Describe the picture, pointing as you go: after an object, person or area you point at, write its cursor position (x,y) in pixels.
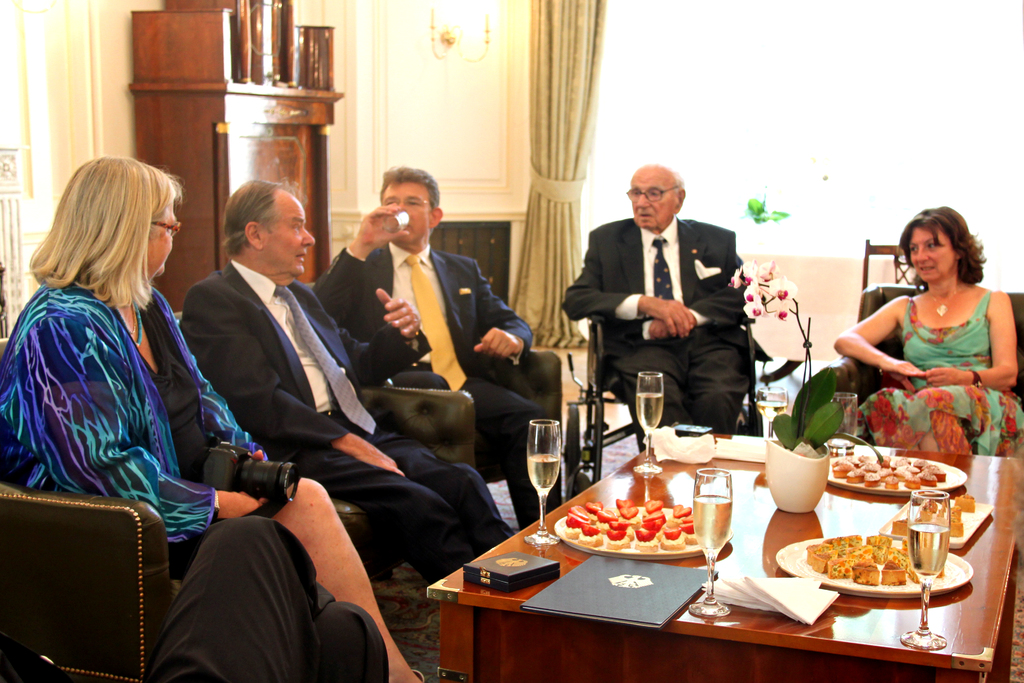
In this image i can see two woman (880,366) and three men (420,363) sitting on the chair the man (442,298) is drinking. There are six glasses (706,531), four plates (905,588) and the food (857,570) contain in the plate (889,591), a book (650,576), a paper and a small pot (807,499) on the wooden table (761,535). At the background (307,131) i can see a wooden cupboard (293,97) and the back of the cupboard (304,113) there is a wall (117,19). Beside the cupboard (309,129) there is a curtain (565,103), beside a curtain (550,64) there is a light bulb (464,42) attached to a wall (463,44).
